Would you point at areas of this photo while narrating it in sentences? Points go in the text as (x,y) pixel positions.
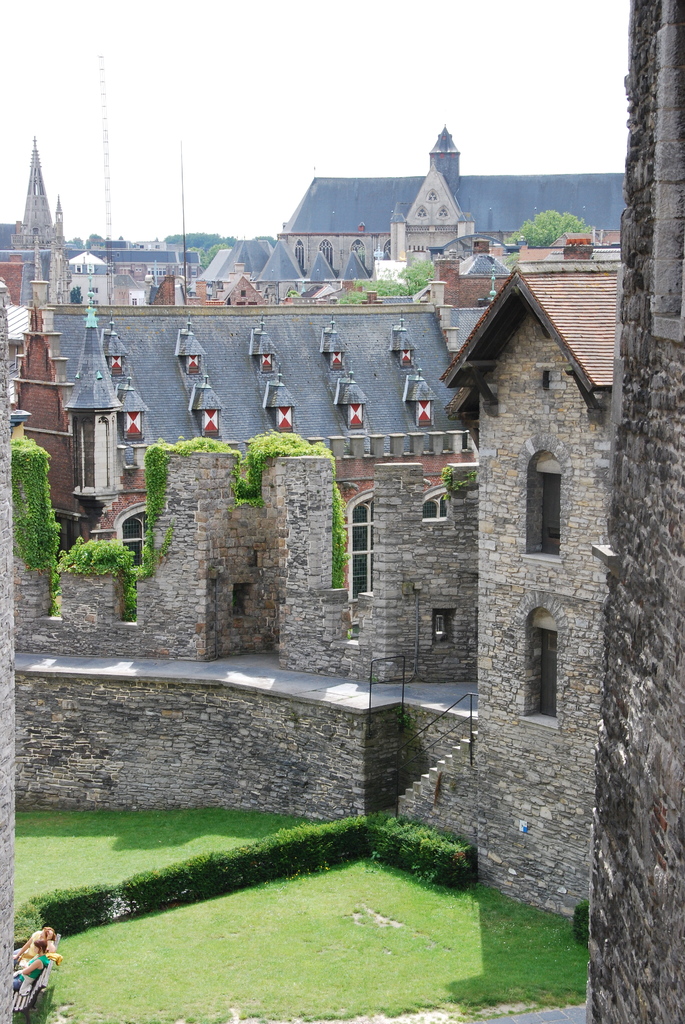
In this image we can see grass (305,969), plants (432,843), steps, wall (604,744), buildings (35,430), tower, and trees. At the bottom of the image (22,1013) we can see people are sitting on the bench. In the background (300,184) there is sky (482,173).
